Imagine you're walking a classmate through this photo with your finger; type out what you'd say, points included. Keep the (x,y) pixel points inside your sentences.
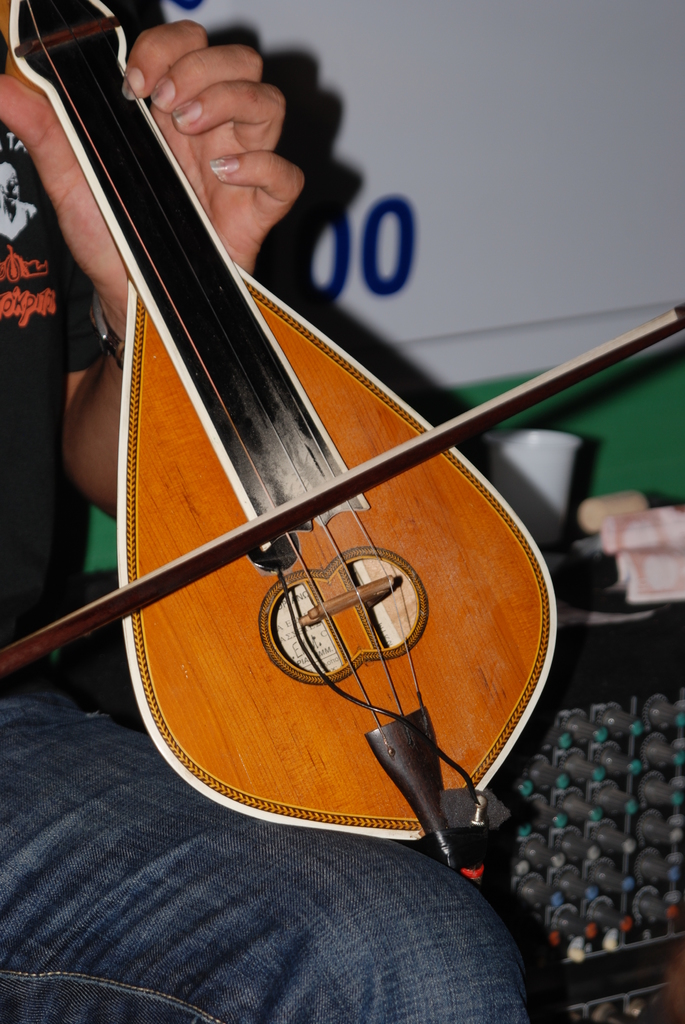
In the image it is a brown color violin (163,239) a person (90,231) wearing black color shirt (19,382) is holding violin (182,330) with his left hand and playing it with his right hand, in the background (427,200) there is a white color wall (499,177).
